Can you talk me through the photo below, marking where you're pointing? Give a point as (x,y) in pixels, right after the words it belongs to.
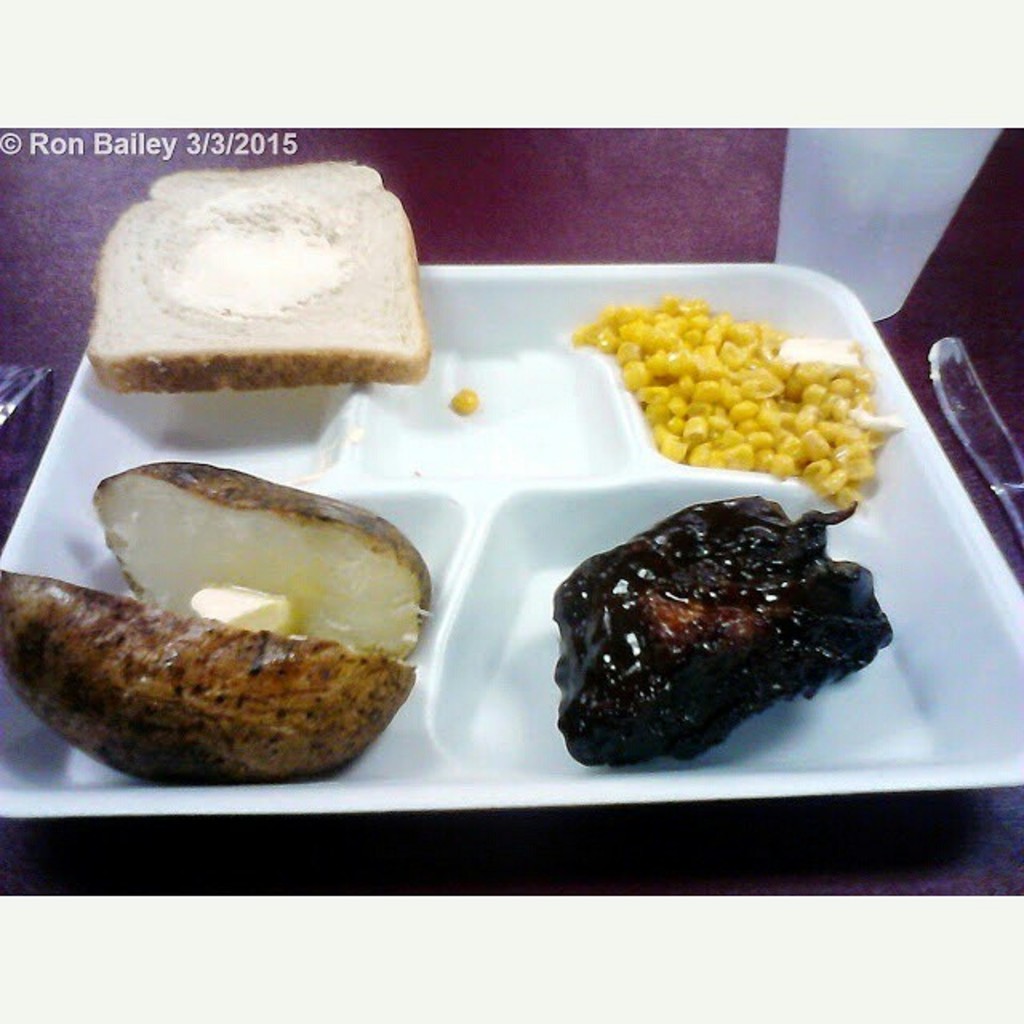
In the picture I can see food items (392,544) on a white color plate (441,526). I can also see knife (993,443) and some other objects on a surface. On the top left corner of the image (201,132) I can see a watermark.
